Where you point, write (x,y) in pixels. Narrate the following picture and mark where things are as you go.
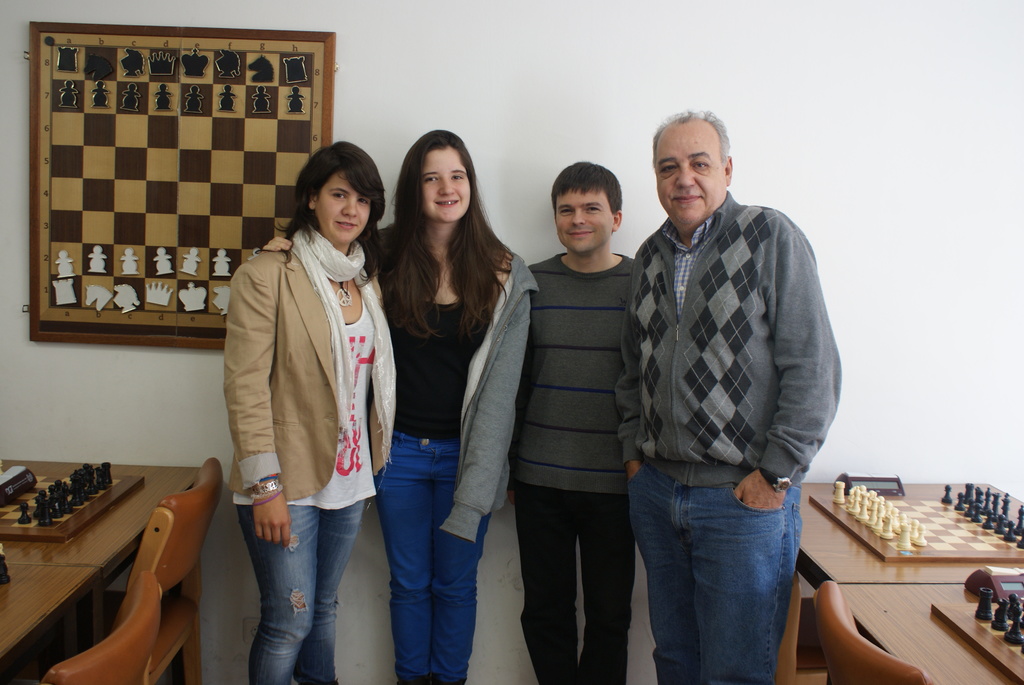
In the foreground of this image (332,446), there are two men (547,433) and two women (454,416) standing and posing to a camera. On either side to them, there are chairs (849,652), tables (893,580) on which there are chess boards (937,525) and also there is a chess frame (258,155) on the wall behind them.
